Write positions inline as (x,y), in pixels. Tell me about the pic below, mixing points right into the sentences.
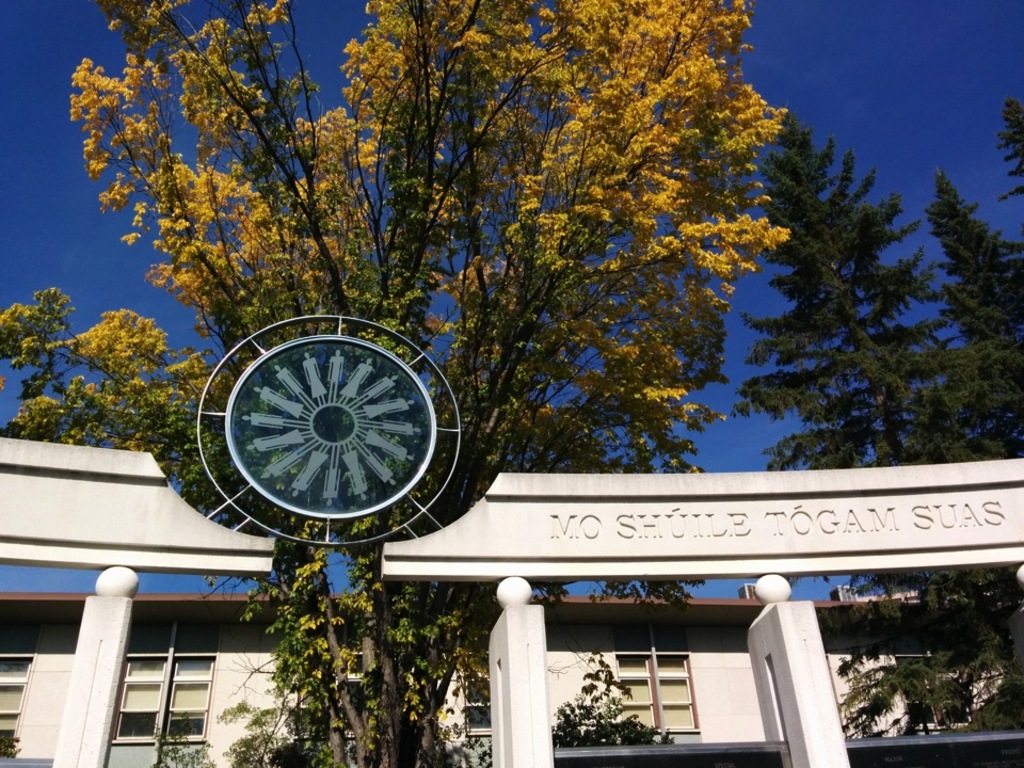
In this image I can see white colour building (39,698), few trees (450,268), the sky (31,88) and here I can see something is written.
